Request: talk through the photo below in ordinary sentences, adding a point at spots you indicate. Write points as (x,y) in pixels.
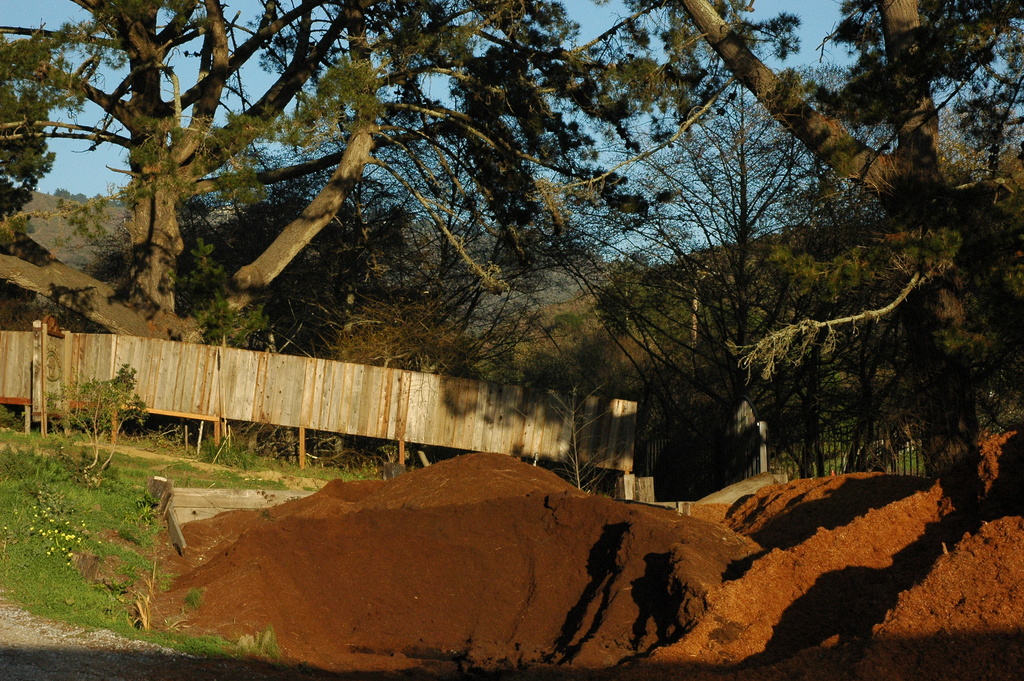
In this image we can see the red soil (630,550). And we can see the grass (60,503). And we can see the wood fence (316,388). And we can see the trees (146,104). And we can see the hills (40,202). And in the background (811,25) we can see the sky (811,25).
